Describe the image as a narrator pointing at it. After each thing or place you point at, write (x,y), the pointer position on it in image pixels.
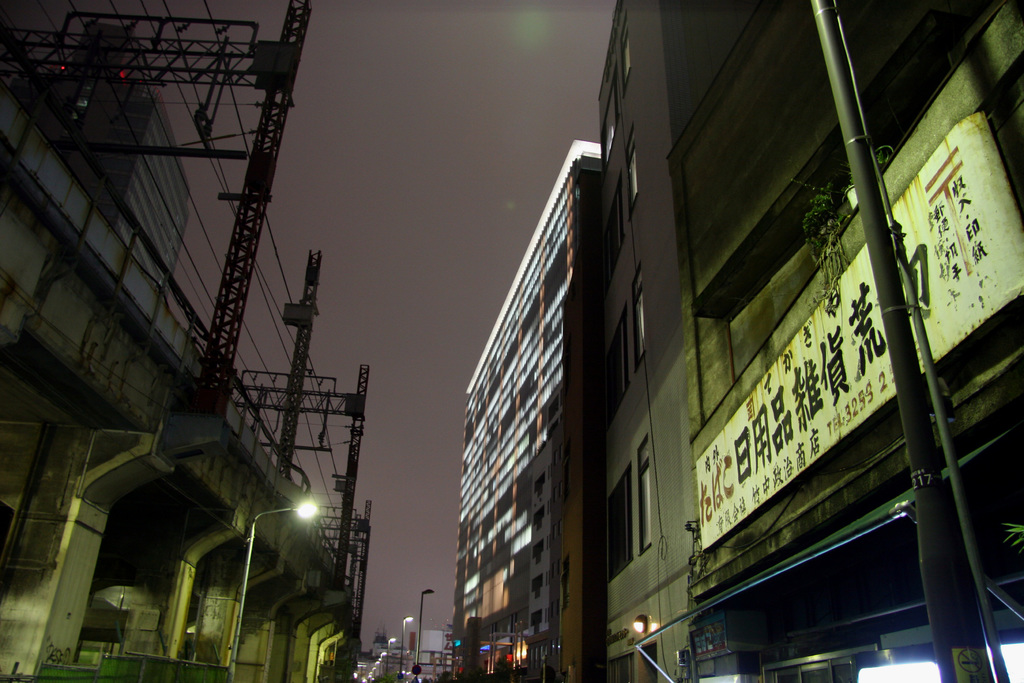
In the center of the image (458,343) we can see the sky (395,83), buildings (748,298), poles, lights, banners (740,483) and few other objects (74,368).
